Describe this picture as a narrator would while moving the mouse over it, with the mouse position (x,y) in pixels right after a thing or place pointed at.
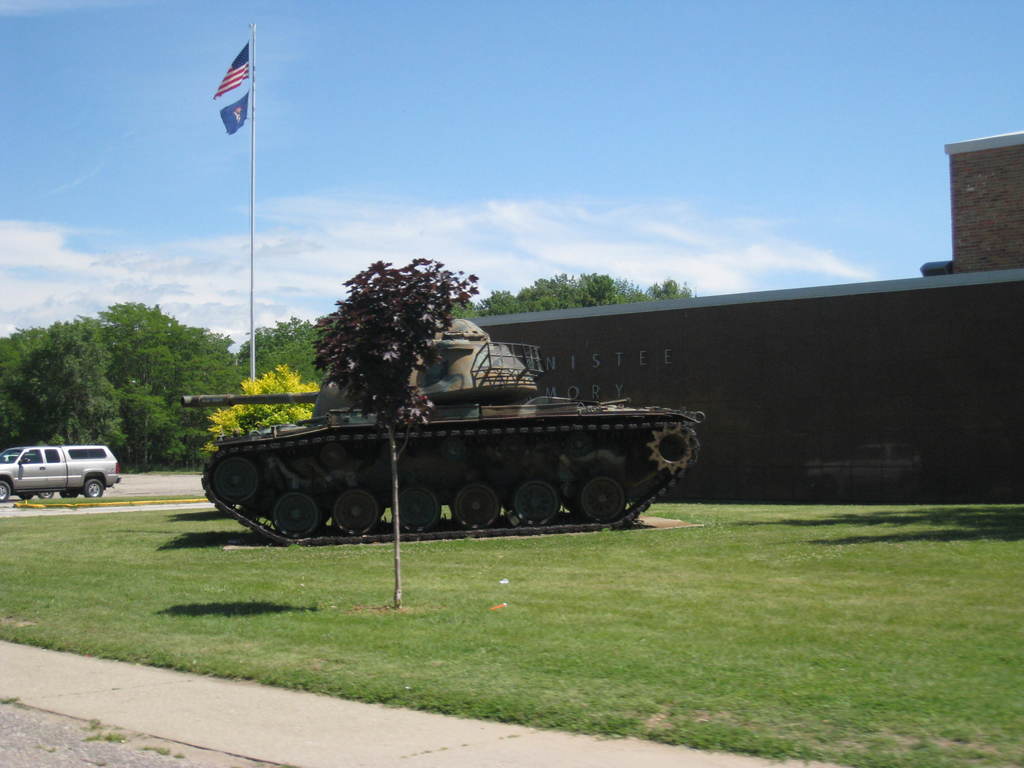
In the center of the image (349,480), we can see a military vehicle (420,488) and in the background (154,400), there are trees (153,340), a building (714,360) and we can see a flag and there are vehicles (38,484) on the road (114,487) and there is ground (602,610). At the top (382,154), there are clouds (238,323) in the sky (371,208).
